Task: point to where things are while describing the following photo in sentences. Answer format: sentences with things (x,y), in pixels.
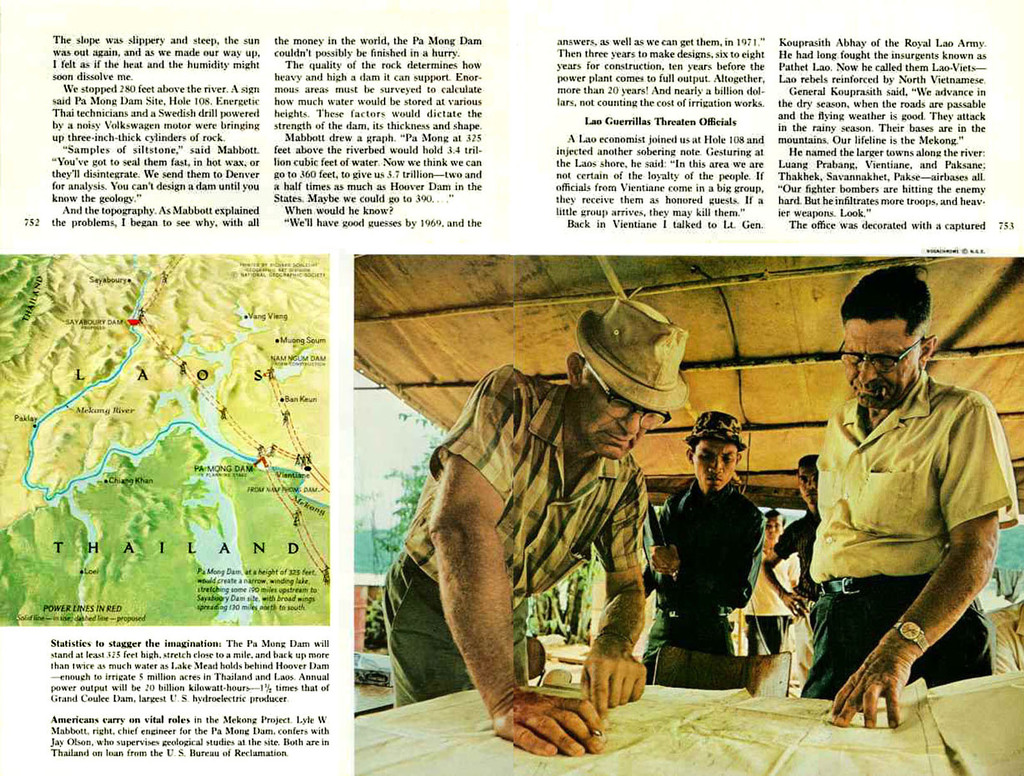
In this image we can see some text (981,163), a map (210,539) and a picture (768,551). On the picture (730,584), we can see people (592,529).
